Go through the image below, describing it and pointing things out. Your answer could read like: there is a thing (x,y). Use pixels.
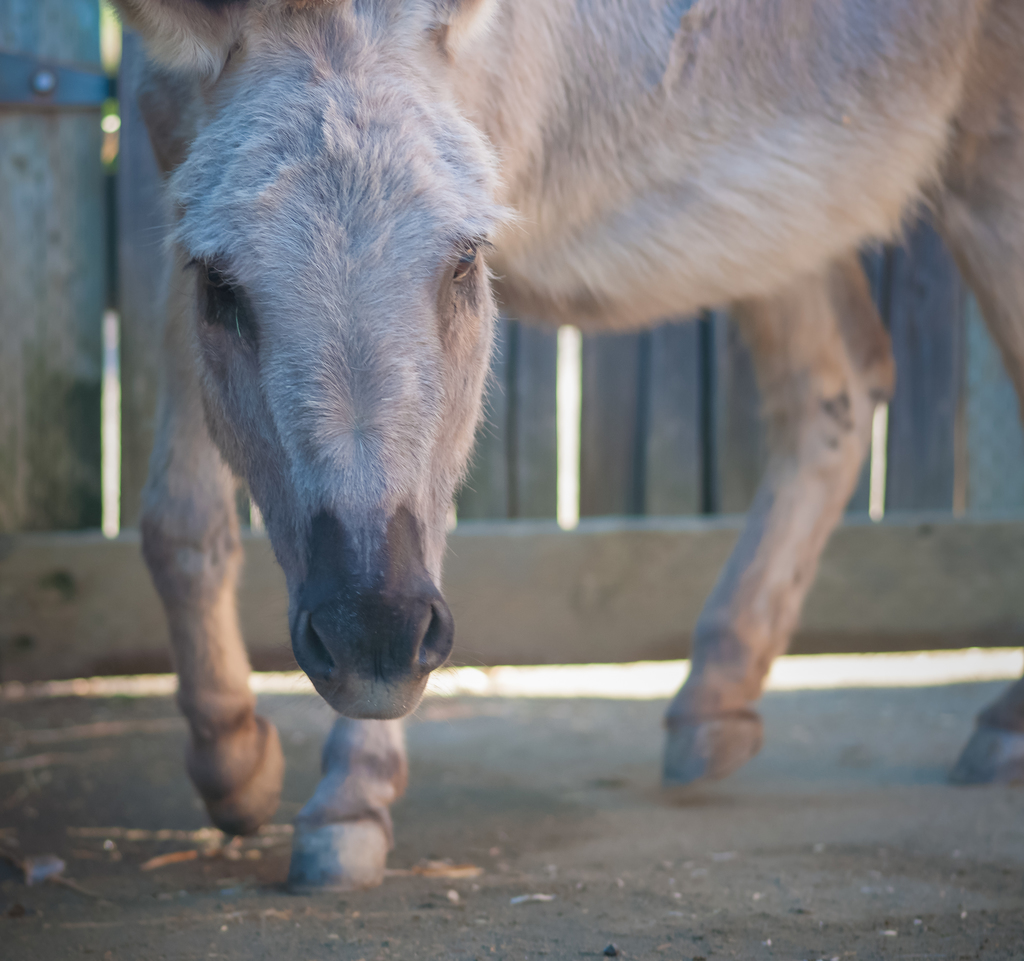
In this picture we can see a donkey (706,197) walking here.
